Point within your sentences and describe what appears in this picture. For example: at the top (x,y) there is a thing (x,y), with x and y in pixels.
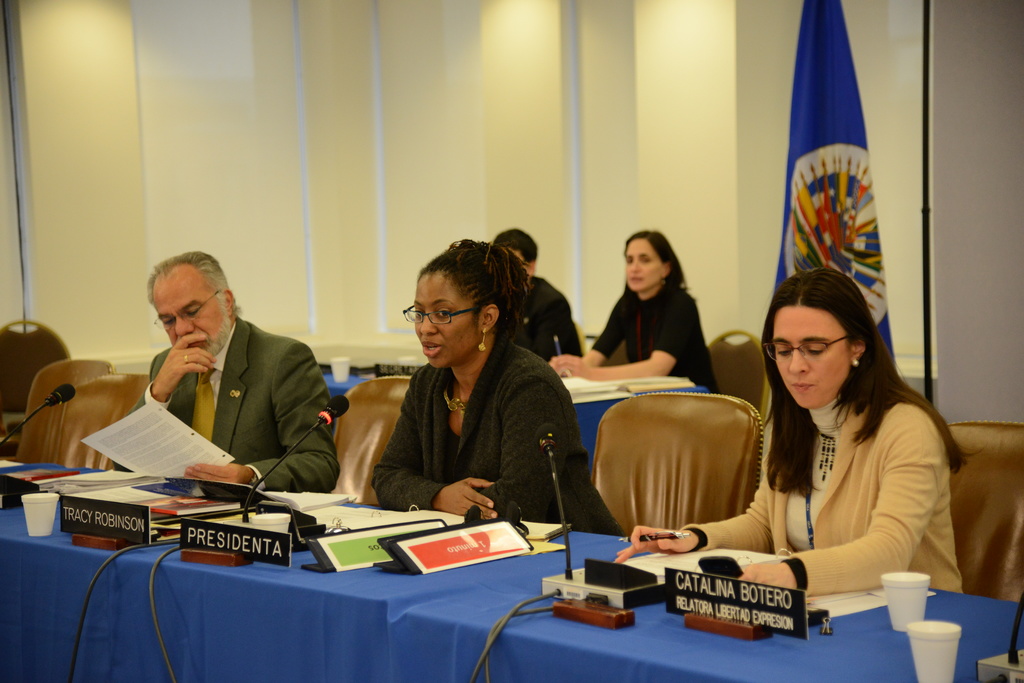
In this image we can see few persons (530,300) sitting on the chairs (641,508). In front of the persons (423,489) there are many objects (171,495) on the tables (439,616). Behind the persons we can see the wall (509,106).
